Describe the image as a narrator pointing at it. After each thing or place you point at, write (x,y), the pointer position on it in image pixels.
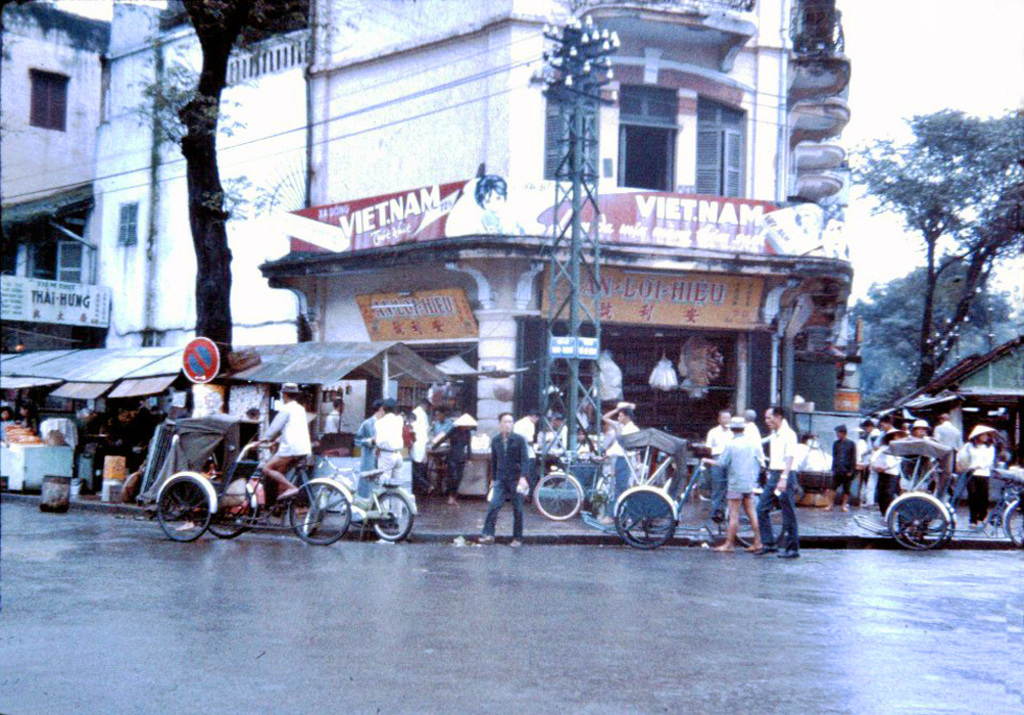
In this image, in the middle (373,443) there are many people (411,450), some are walking, some are driving vehicles (222,426) and there are sign boards (212,370), tents (163,385), buildings (511,173), electric pole (574,147), cables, trees (1014,155), shops (651,388), road (672,586), vehicles (646,519), sky (891,134).
